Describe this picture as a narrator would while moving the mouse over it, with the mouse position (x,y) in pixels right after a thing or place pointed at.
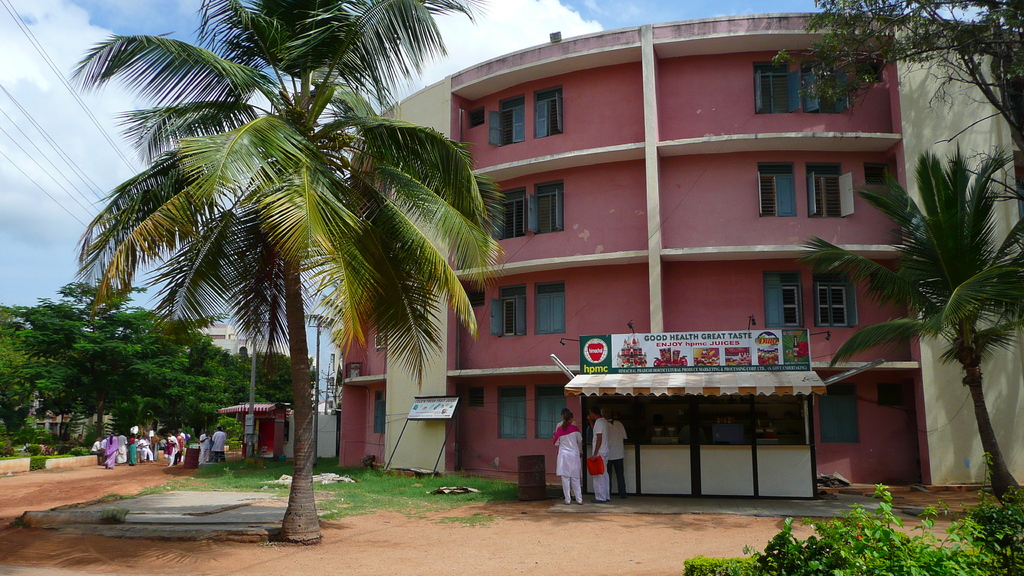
In the center of the image (546,207) there is a building (559,397), persons (559,429) and store (778,363). On the right side of the image (705,565) we can see plants (899,519) and trees (1001,164). On the left side of the image (242,444) we can see trees (328,133), persons (210,447), pole (255,384). In the background (69,14) we can see sky (128,19) and clouds (54,70).
